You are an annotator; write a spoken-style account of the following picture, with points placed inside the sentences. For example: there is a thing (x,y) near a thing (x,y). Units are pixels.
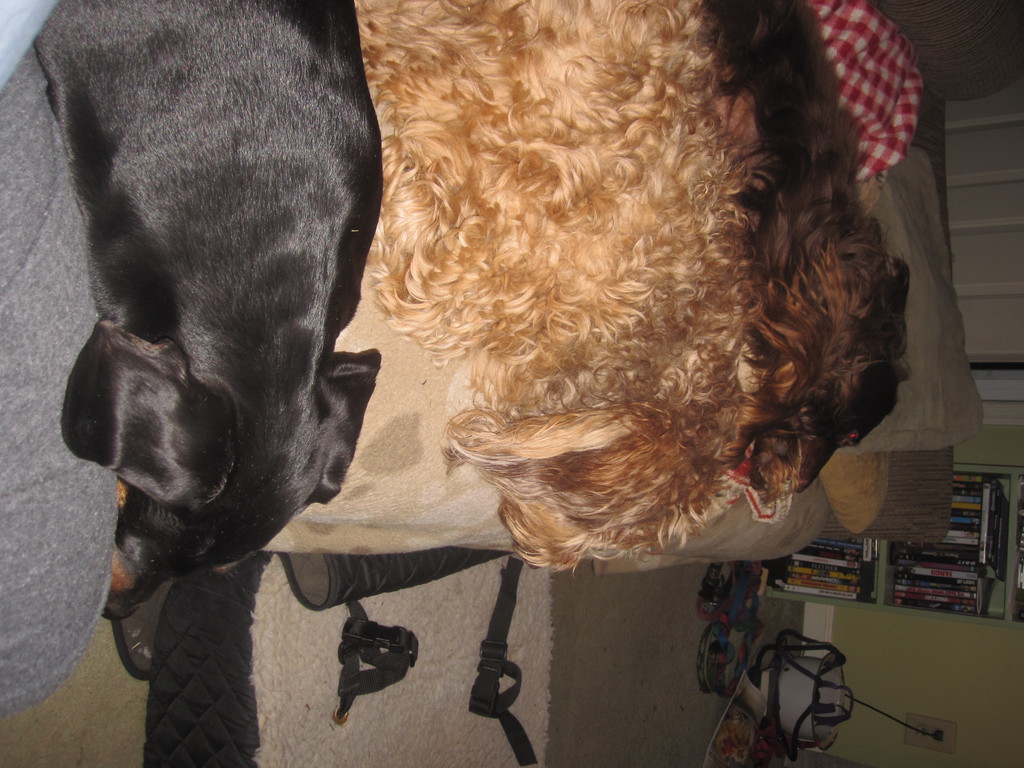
In the middle of the picture (616,310) we can see dogs (462,305), bed (406,402), pillow (933,356), blanket (861,46), mat (403,681) and other objects (495,554). On the right (976,559) we can see books (924,570), bookshelf (889,588), bucket (800,690), cable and wall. On the left (31,280) it might be a person's leg (35,468).
